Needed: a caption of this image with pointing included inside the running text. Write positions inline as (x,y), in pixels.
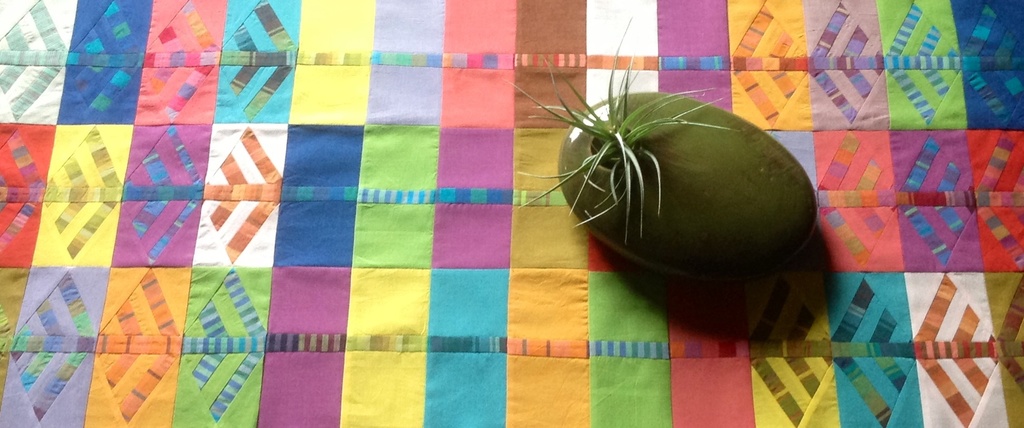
This is a zoomed in picture and we can see a colorful cloth (307,97). On the right (757,159) there is an object (675,174) seems to be a houseplant (613,113) placed on the cloth (598,259).
